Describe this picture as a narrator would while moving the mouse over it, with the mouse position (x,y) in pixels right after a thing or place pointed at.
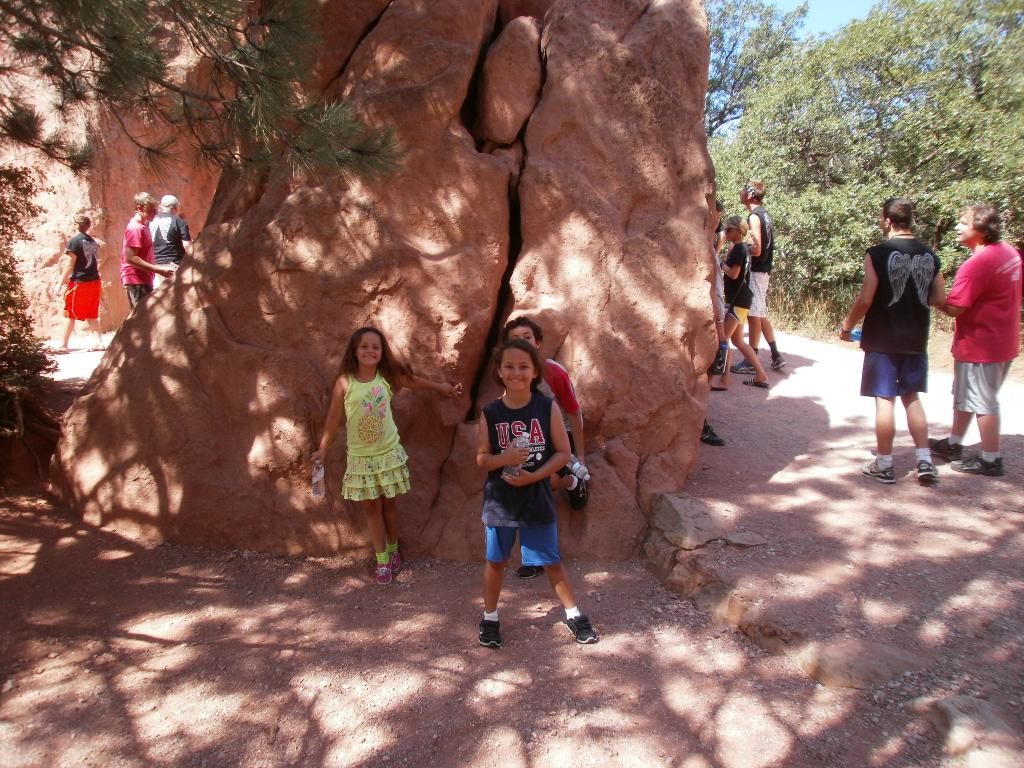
In this picture we can see some people (957,344) are walking and three kids (548,412) are standing, there is a rock (482,346) in the middle (450,270), on the right side (878,174) and left side (54,55) there are trees (101,76), we can see the sky (825,12) at the right top of the picture (840,12).
